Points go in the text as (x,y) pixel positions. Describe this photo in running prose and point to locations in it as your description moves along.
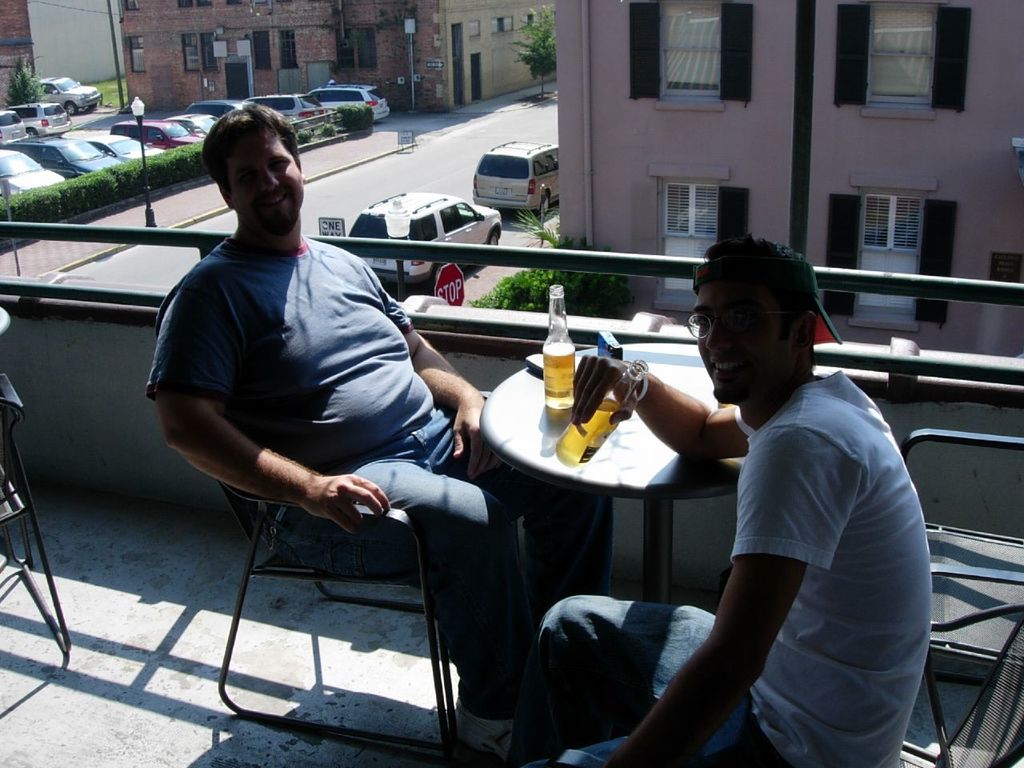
We can see two men (273,517) are sitting on the chairs (312,729) at the table (618,448) at the fence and on the table (644,463) there is a beer bottle (567,387) and objects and the right side man (676,637) is holding a beer bottle (597,447) in his hand (581,377). In the background (531,294) there are vehicles (377,218) on the road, plants (190,161), trees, buildings (758,94), windows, sign board poles (461,286), light poles (401,296) and objects (243,53) on the wall (394,72).
